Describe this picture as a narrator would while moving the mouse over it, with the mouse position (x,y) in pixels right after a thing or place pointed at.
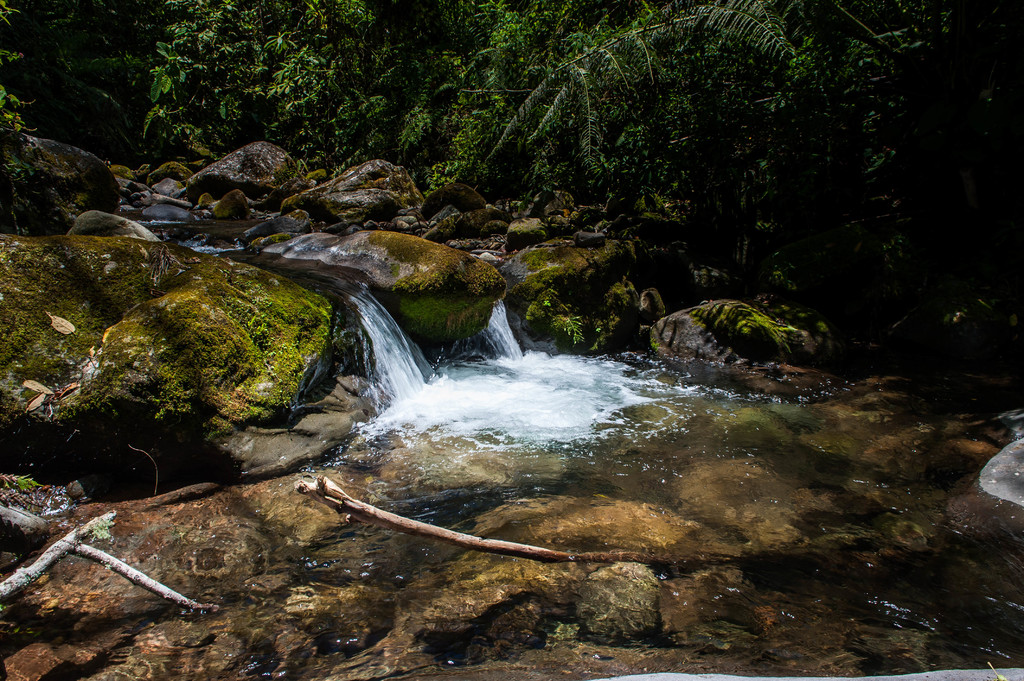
This image is clicked outside. In the front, we can see a waterfall (519,348). At the bottom (927,678), there are rocks (16,397). In the background (347,113), there are trees (788,49). On the right (860,577), we can see the water (797,500) flowing.
